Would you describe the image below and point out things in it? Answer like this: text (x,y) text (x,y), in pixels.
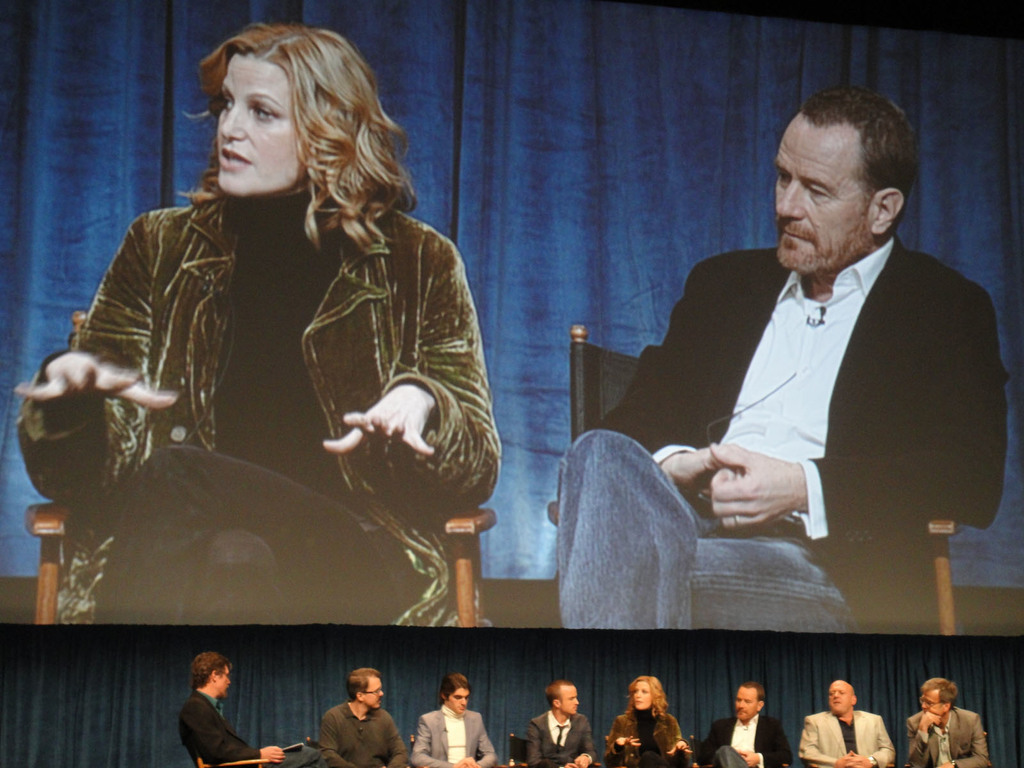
In this image there are group of person (334,718) truncated towards the bottom of the image (516,739), there are chairs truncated towards the bottom of the image (223,763), there is a person (228,747) holding an object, there is a screen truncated towards the top of the image (518,175), there is a curtain (89,665) truncated towards the bottom of the image (80,693).
